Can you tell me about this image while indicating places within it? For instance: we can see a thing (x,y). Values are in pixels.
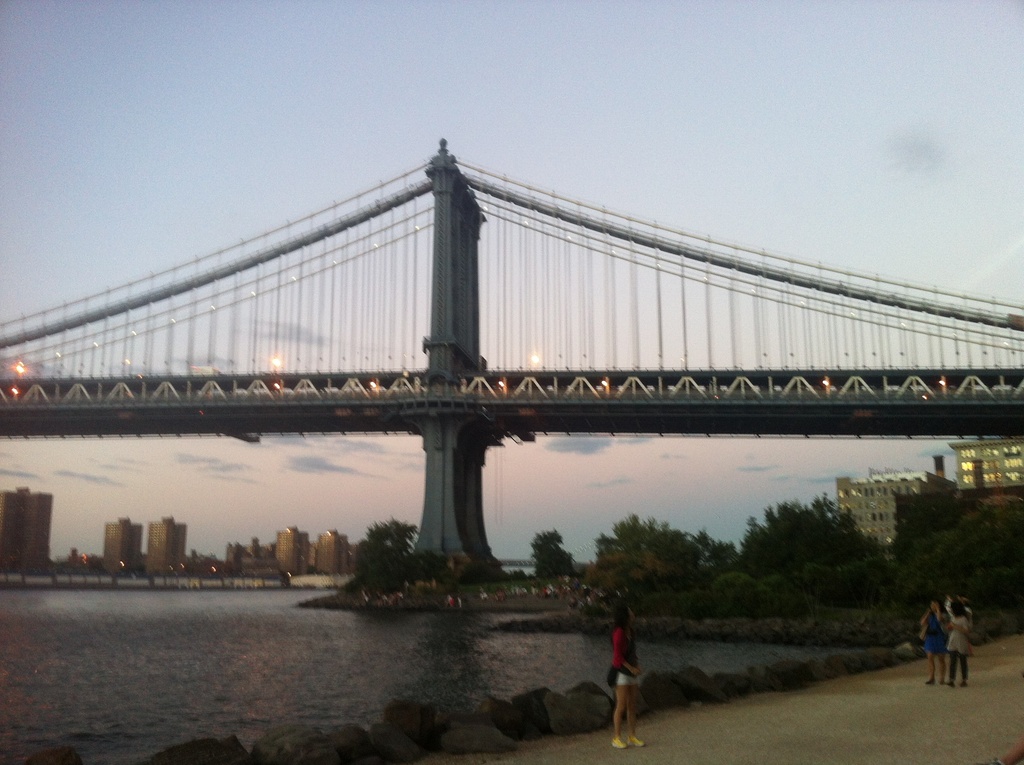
This image consists of a bridge (430,391) in the middle (447,455). There are some persons (939,634) at the bottom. There is water (215,661) at the bottom (204,676). There are trees (365,559) in the middle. There are buildings (105,565) at the middle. There is sky (588,125) at the top (579,119).
